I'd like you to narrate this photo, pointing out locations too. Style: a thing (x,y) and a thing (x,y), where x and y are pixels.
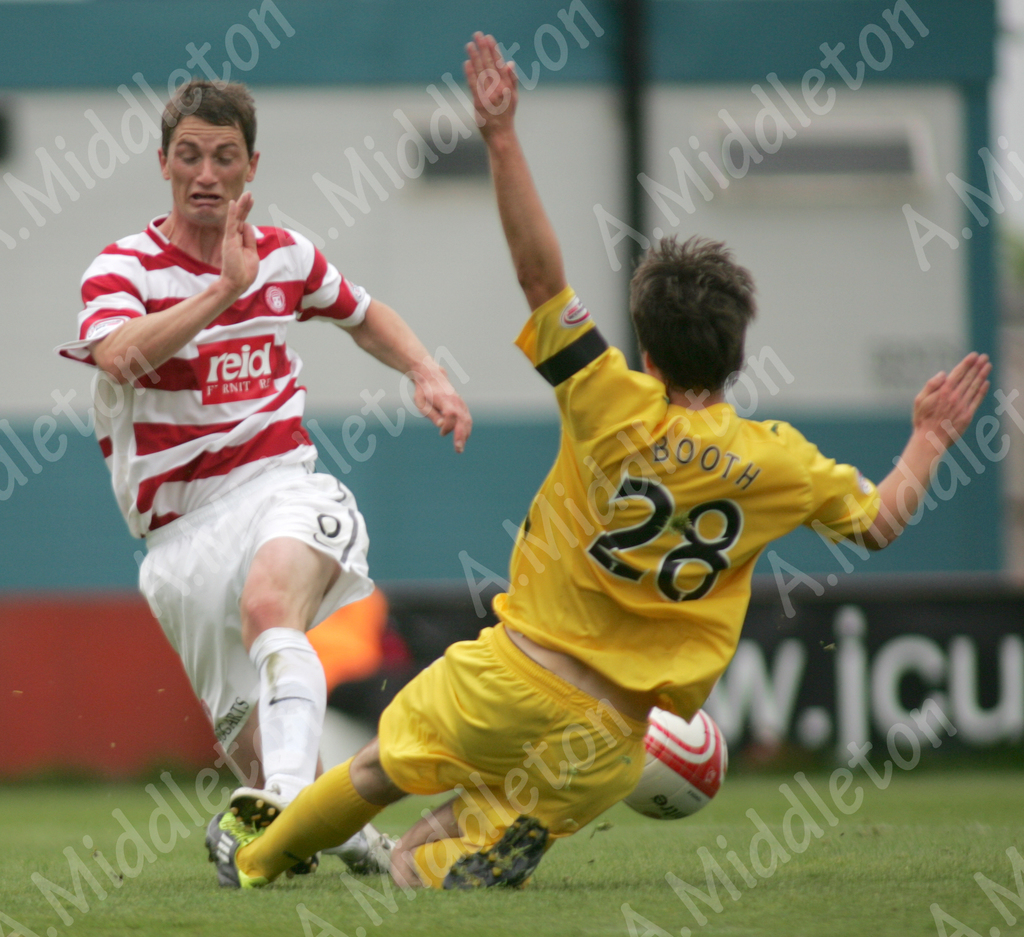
In this picture there are two persons (507,738), one running and one sliding. In the front (697,799) there is a ball (709,794) and there is a board (954,685) and there is text (863,682) on the board (847,676). At the back (391,491) it looks like a building (547,33) and there is a pole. At the bottom (710,901) there is grass (909,850).
